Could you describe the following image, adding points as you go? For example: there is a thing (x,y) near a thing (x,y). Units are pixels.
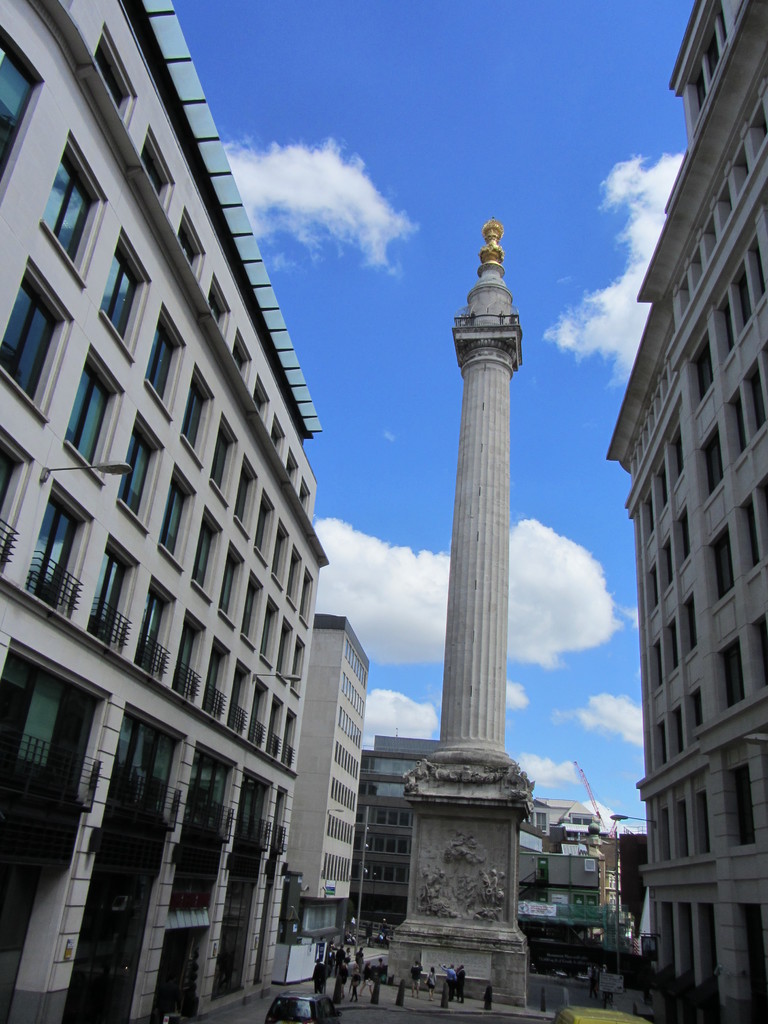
In the foreground of this image (200,810), on either side, there are buildings (726,639). In the middle (456,598), there is a pillar tower (486,734) and at the bottom (456,1000), there are few people (462,992). In the background (586,834), there are buildings (562,831) and the sky (543,508).
